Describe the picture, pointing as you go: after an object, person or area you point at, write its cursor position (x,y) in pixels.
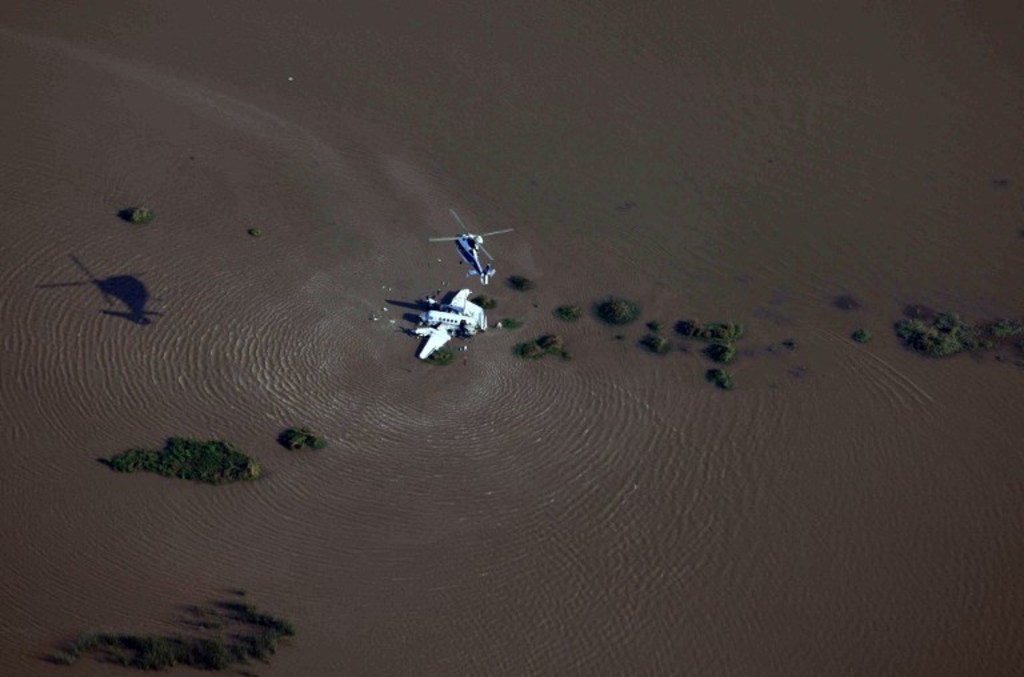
As we can see in the image there is water (429,97), trees (222,470), plants (966,343) and a crashed plane (453,325).
